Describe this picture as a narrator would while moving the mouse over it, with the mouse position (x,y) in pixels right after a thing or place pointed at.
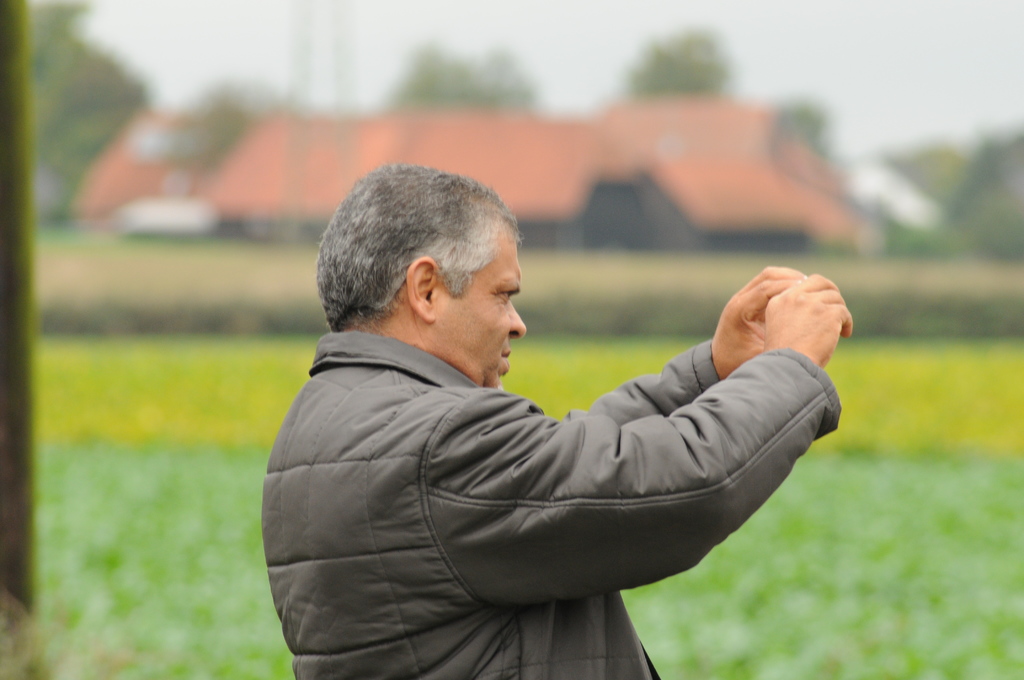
In this image there is the sky (527,65) towards the top of the image (640,55), there are trees (671,78), there is a building (575,193), there are plants (117,573), there is an object (11,223) towards the left of the image (17,338), there is a man (366,267) standing towards the bottom of the image (416,506).
